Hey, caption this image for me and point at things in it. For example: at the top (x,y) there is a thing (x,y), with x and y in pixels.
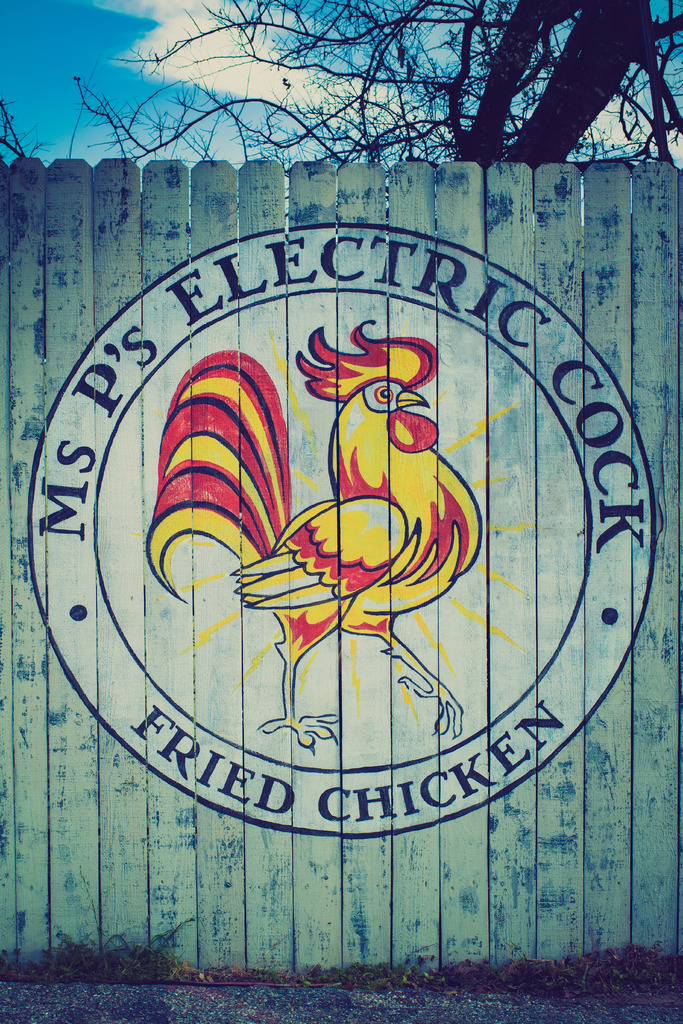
In this image, we can see a wood wall (316,202), on the wood wall (528,500), we can see a painting (360,552) and some text (454,296) written on it. In the background (646,56), we can see some trees (319,77). At the bottom (225,1011), we can see a grass (395,980) and a road (107,988).
